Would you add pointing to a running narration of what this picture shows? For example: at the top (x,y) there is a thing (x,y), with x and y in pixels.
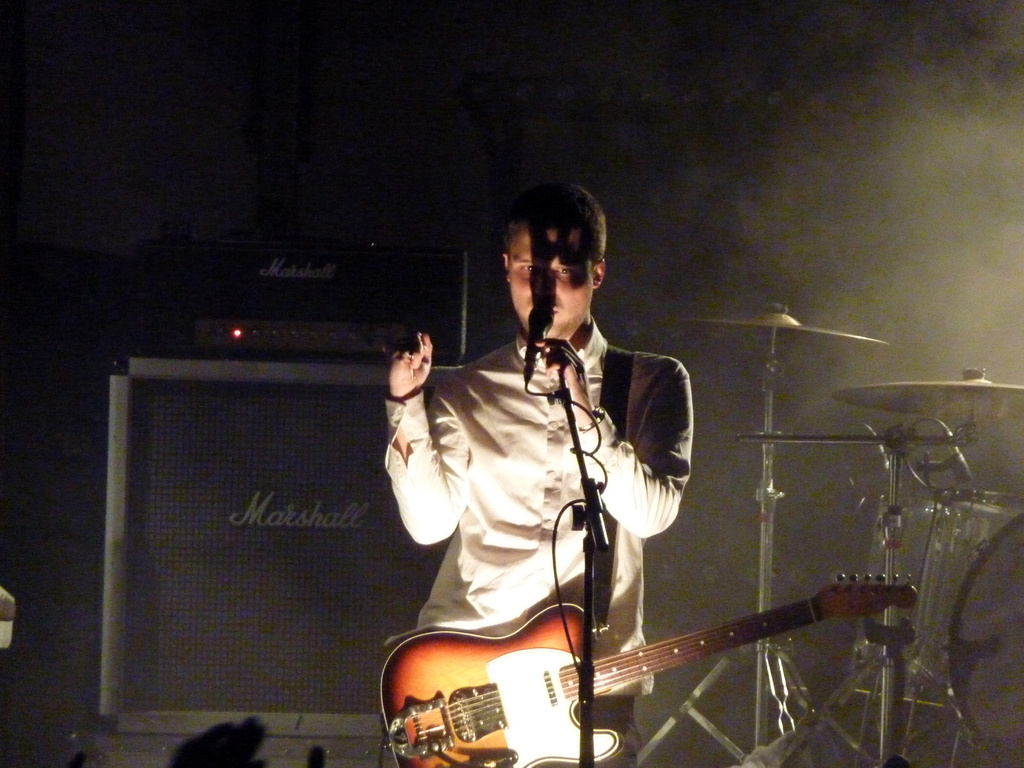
In this Image I see a man (612,593) who is holding a mic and he is also carrying the guitar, In the background (970,548) I see an equipment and few musical instruments (1006,763).
